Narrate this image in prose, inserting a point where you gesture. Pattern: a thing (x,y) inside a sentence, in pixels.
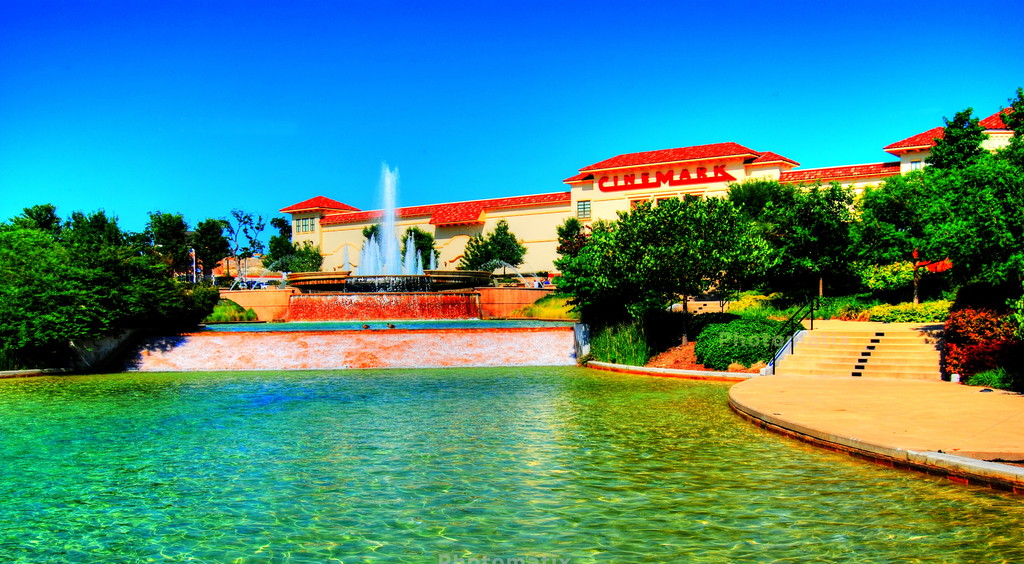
In this image, we can see so many trees (24,307), plants (967,313), stairs (803,336), rods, water fountains (379,324), walkway (873,397). Top of the image (819,77), there is a clear sky (710,104).
